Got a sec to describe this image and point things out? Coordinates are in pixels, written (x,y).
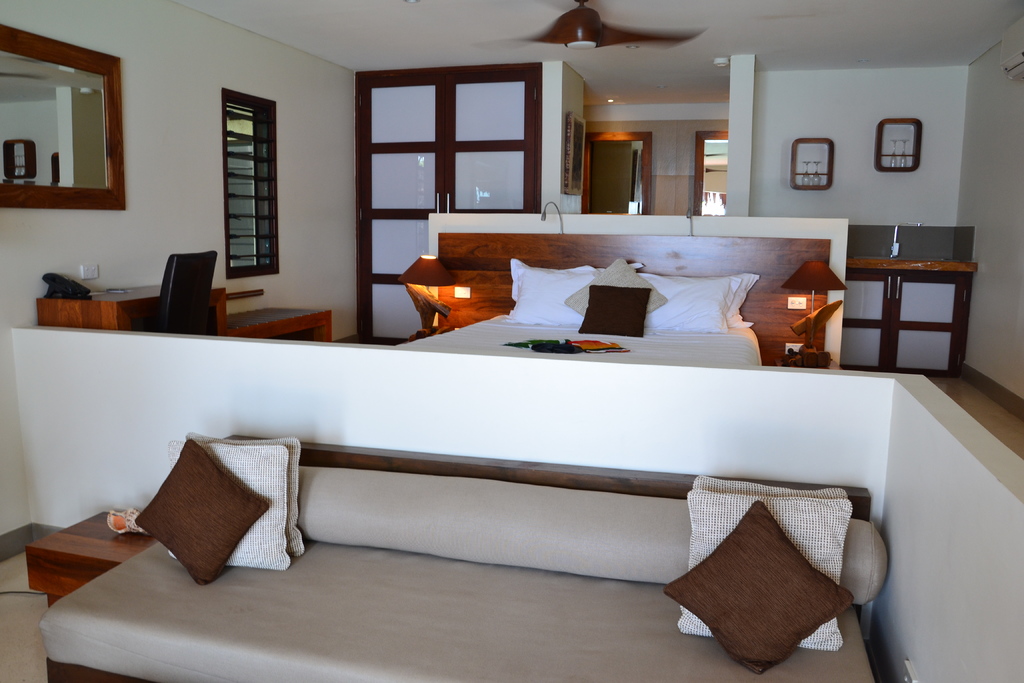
The image is taken in the room (465,183). At the bottom of the image (263,495) there is a sofa (444,618) and cushions (232,546) placed on the sofa (413,566). In the center of the image (677,352) there is a bed (520,308). On the left (102,309) there is a table (159,301) and chair (163,317). In the background (374,166) there are mirrors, cupboards (447,169) and a window (233,258). At the top (557,37) there is a fan (576,30).
